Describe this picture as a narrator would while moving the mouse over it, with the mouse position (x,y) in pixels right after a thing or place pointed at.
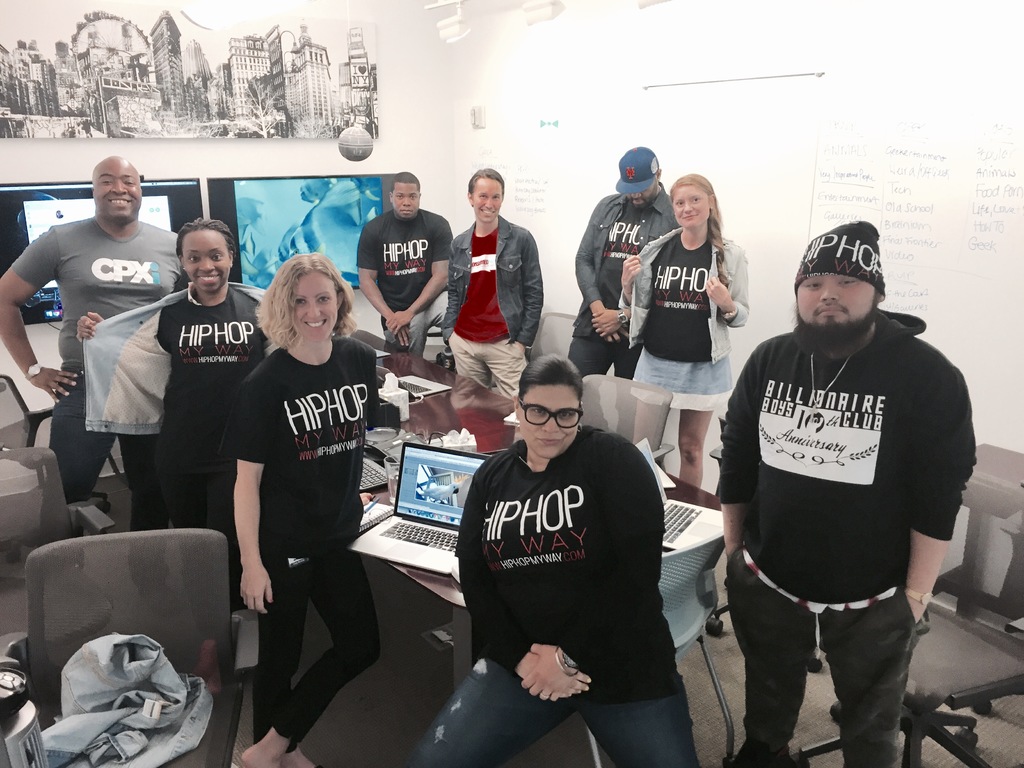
In the center of the image (525,261) there are people (895,365) standing. There is a table (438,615) on which there are objects (384,519). In the background of the image (443,85) there is a wall (476,89). There are monitors (240,188). There is a painting (21,46) on the wall (379,88). To the left side of the image (20,649) there is a chair (161,535). At the bottom of the image (992,738) there is a carpet (1003,746).
